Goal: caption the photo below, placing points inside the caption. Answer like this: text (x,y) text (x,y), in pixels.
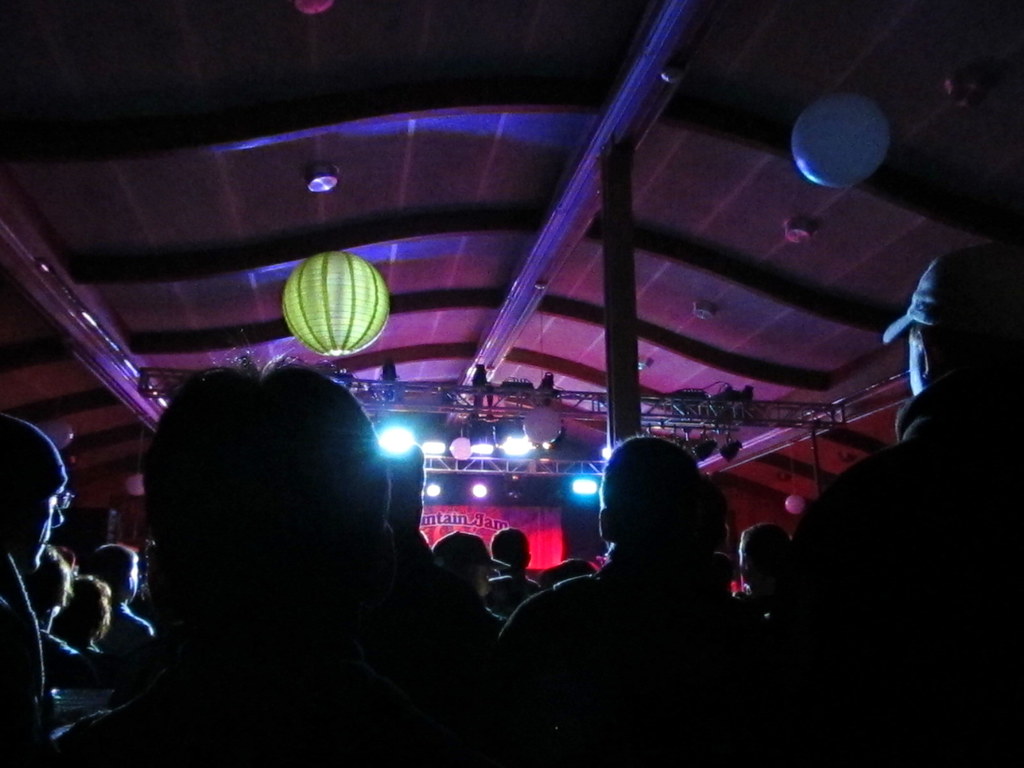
In this image, I can see a group of people (489,598). This looks like a pole (614,437). I can see the paper lanterns (381,315) hanging. These are the focus lights (432,490), which are attached to the lighting trusses (433,393). In the background (467,513), It looks like a banner (493,533).
